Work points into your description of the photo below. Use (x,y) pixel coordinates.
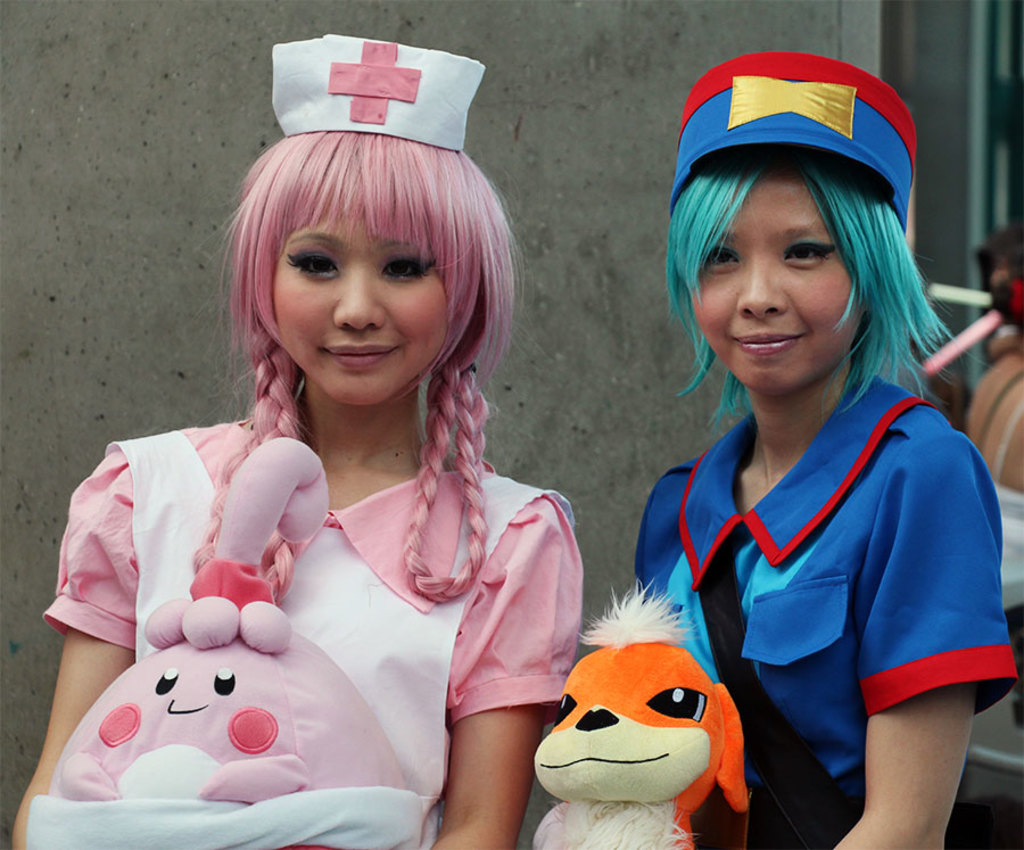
In the foreground of the image (449,604) there are two ladies (675,475) wearing caps (842,156) and holding toys (594,787) in their hands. In the background of the image (93,82) there is wall (733,53).
